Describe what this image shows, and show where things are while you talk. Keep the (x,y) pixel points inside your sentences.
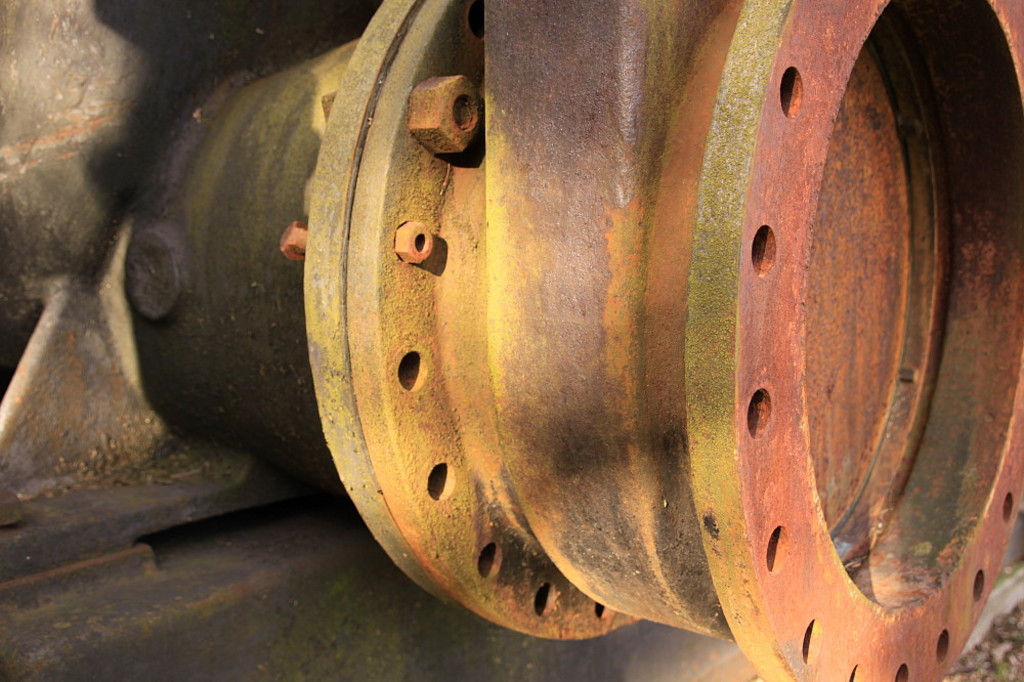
In this image I can see metal rods (255,415) and a wheel (567,392). This image is taken may be during a day.
